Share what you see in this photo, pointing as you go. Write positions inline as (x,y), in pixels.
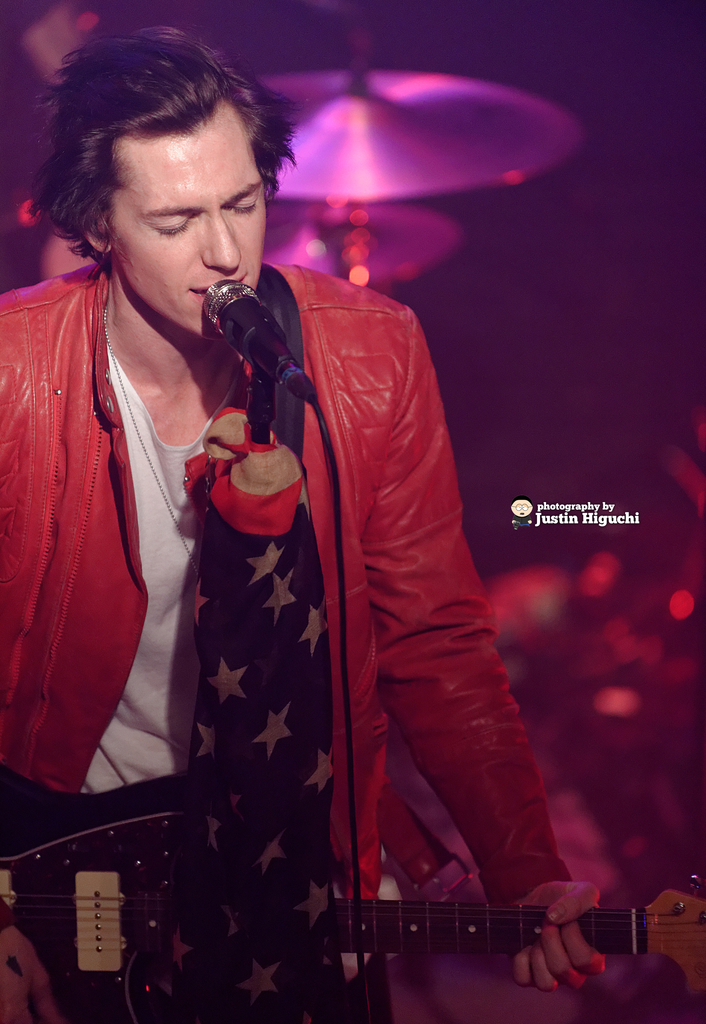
In this image there is a person (77,556), a mic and a guitar (147,923) in the foreground (158,875). And there are musical instruments (507,111), it is dark in the background (495,208).
